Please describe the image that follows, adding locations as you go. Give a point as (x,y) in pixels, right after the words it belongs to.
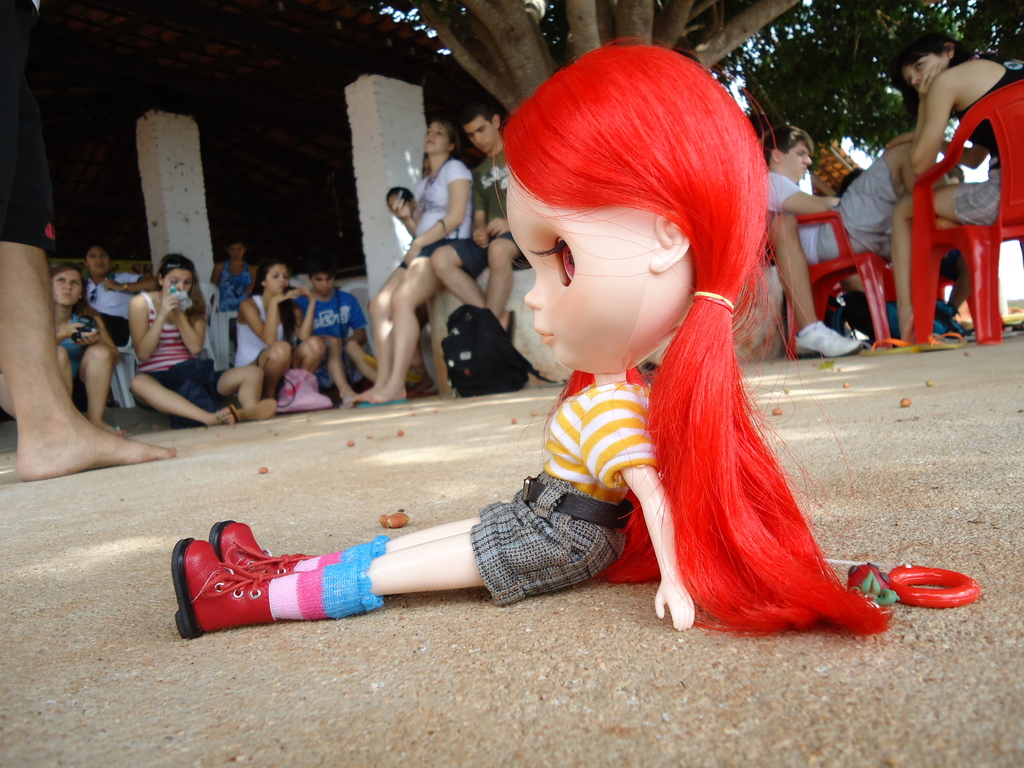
In this image in the front (629,424) there is a doll (628,449). In the background (271,314) there are persons (333,286) sitting and there are trees (879,83) and there are pillars (417,163).
